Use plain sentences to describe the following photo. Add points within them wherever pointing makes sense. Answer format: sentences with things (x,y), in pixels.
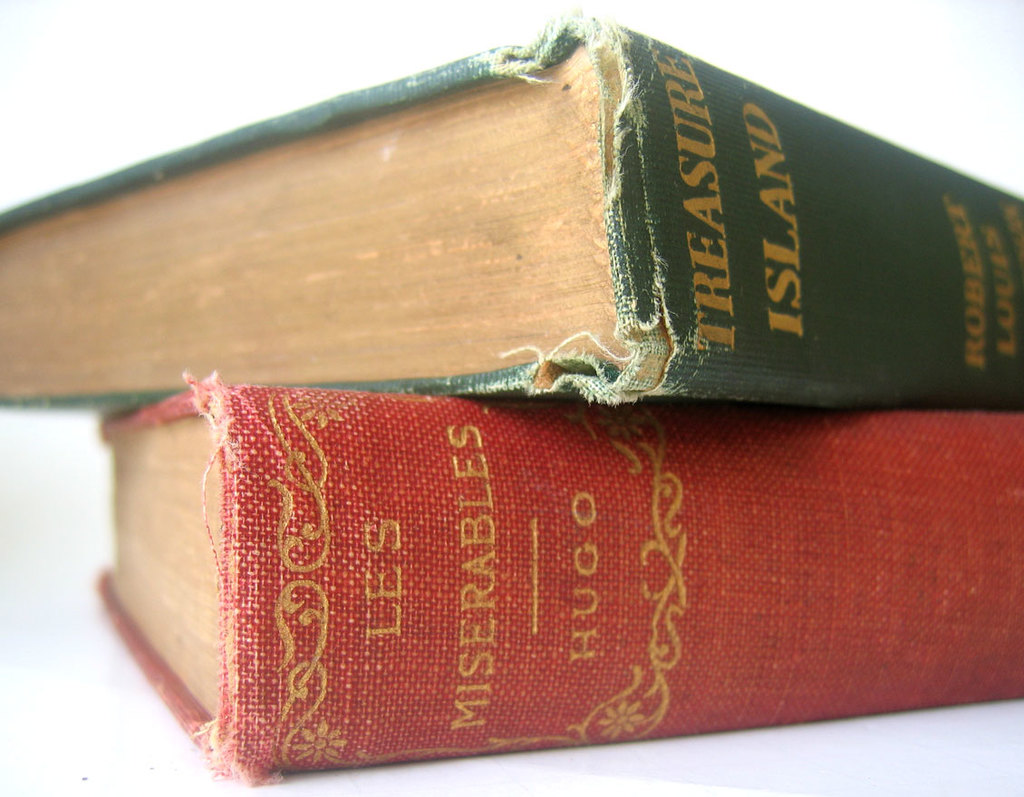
In the picture we can see two books (902,510), one is with red color cover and one is with green color cover (768,216) on top of it.
